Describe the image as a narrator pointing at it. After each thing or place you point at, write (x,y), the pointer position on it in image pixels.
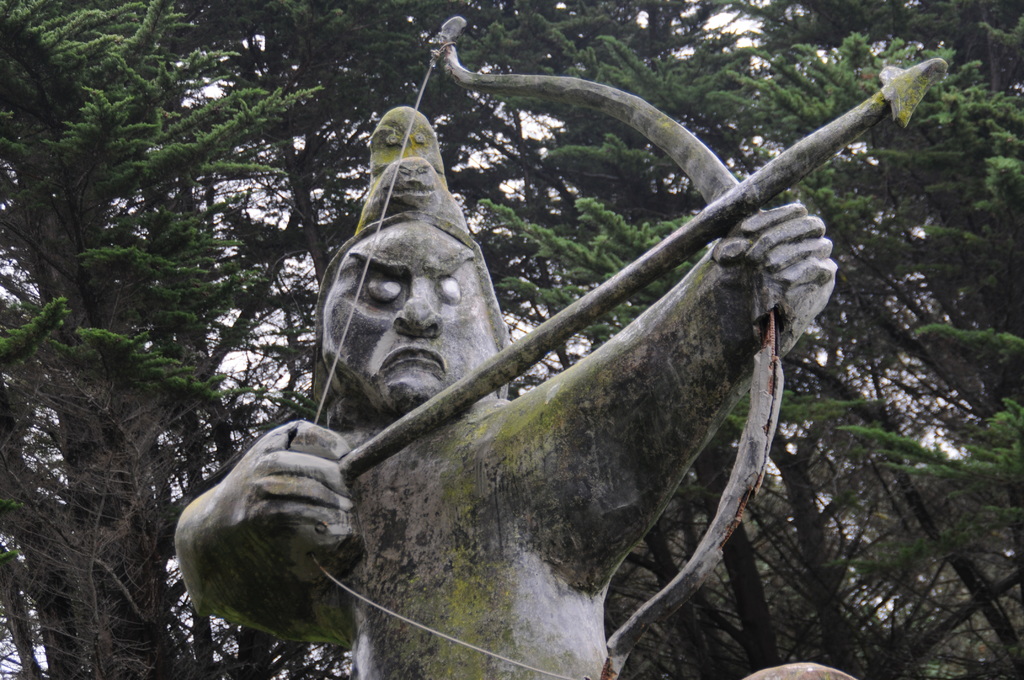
This is a picture of a sculpture (415,478) holding a bow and an arrow (497,366), and in the background (919,402) there are trees (987,152), sky (968,403).
